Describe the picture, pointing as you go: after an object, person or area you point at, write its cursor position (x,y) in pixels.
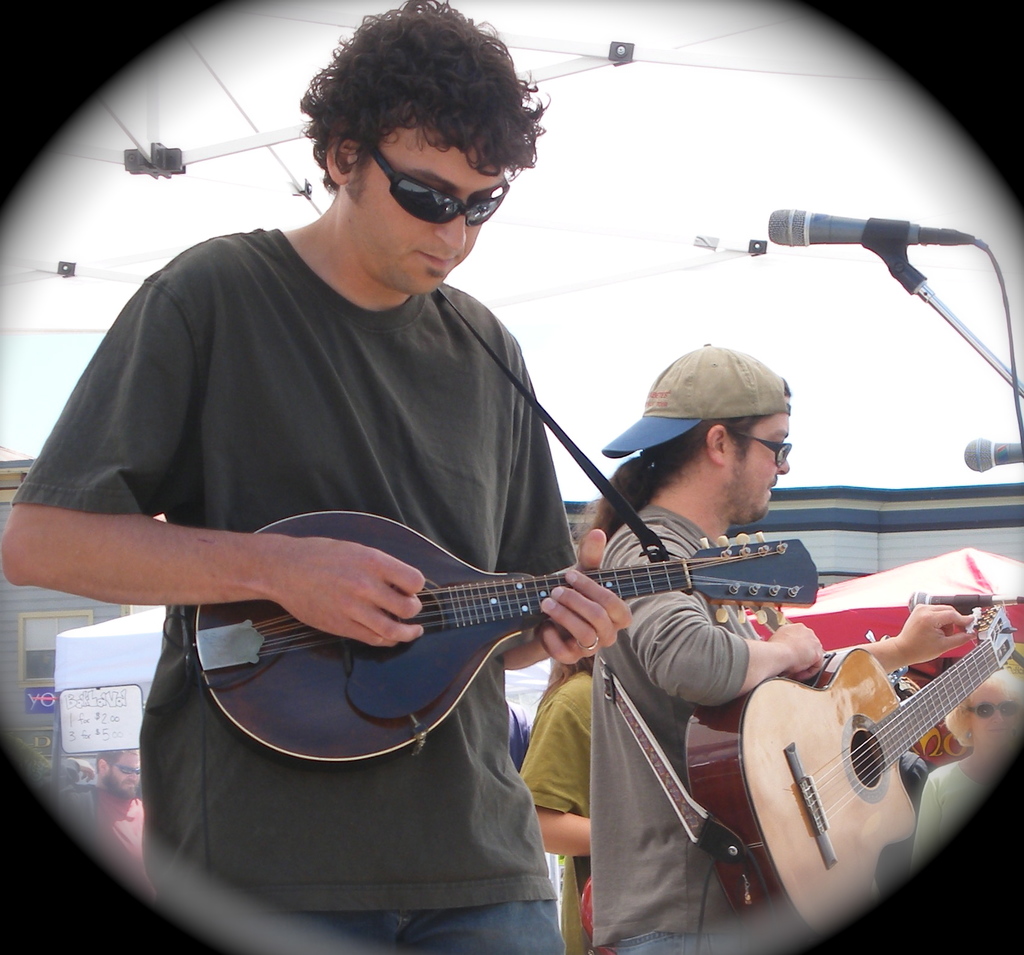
In this picture a person (314,344) who is wearing spectacles (412,183) is playing a guitar (345,536) and beside him there is a mic (786,229), in the background (658,27) there are many tents (139,108).
